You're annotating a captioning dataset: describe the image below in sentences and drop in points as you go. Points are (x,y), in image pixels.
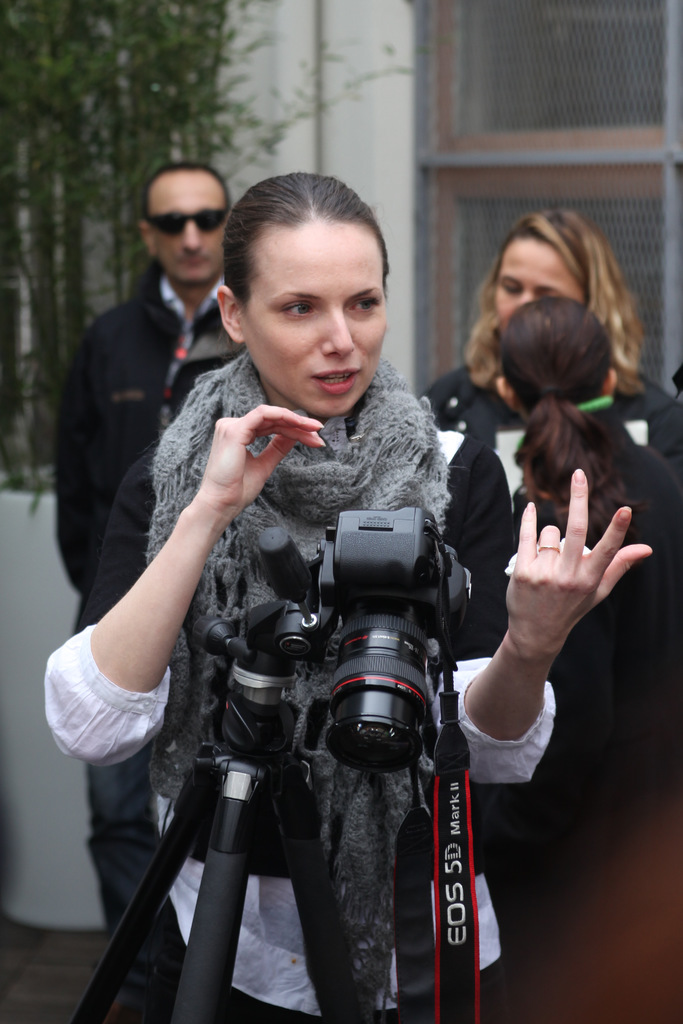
In this image we can see people (431,458). At the bottom (415,830) there is a camera (354,761) placed on the stand (243,886). On the left (30,466) there is a tree (51,472). In the background (403,198) there is a building (409,135).
